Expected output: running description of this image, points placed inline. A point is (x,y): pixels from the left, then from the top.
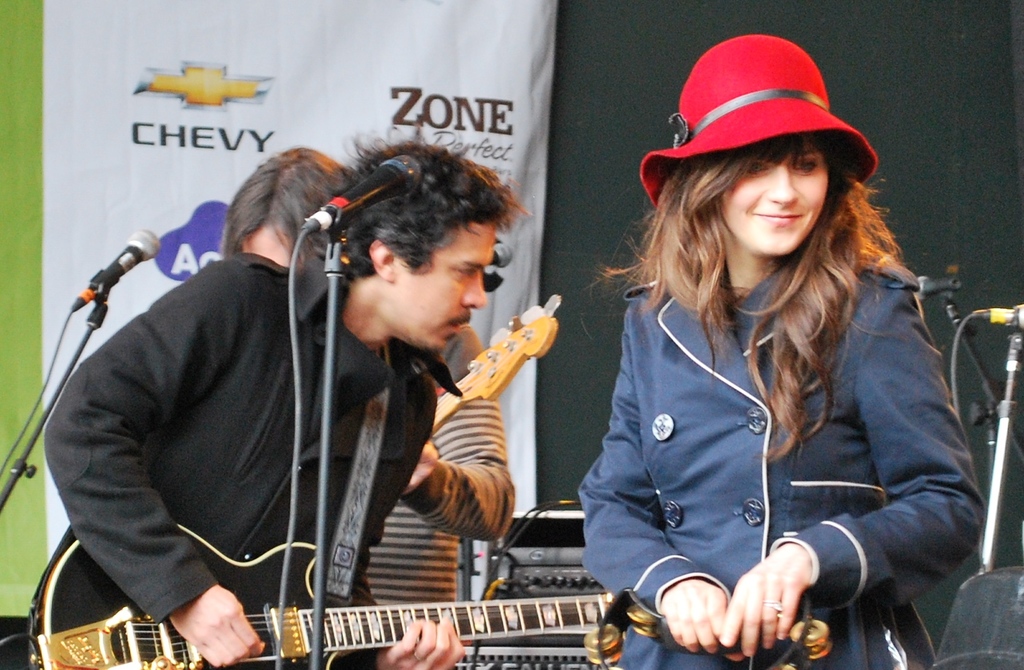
In this picture there are three people (822,170) on the stage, the lady (741,593) who is standing at the right side of the image (846,257) is playing the music instrument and the boy (459,169) who is standing at the left side of the image (153,567) is playing the guitar (359,637) and there is a mic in front of him the other boy (425,529) who is standing at the left side of the image (251,228) is also playing the guitar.
